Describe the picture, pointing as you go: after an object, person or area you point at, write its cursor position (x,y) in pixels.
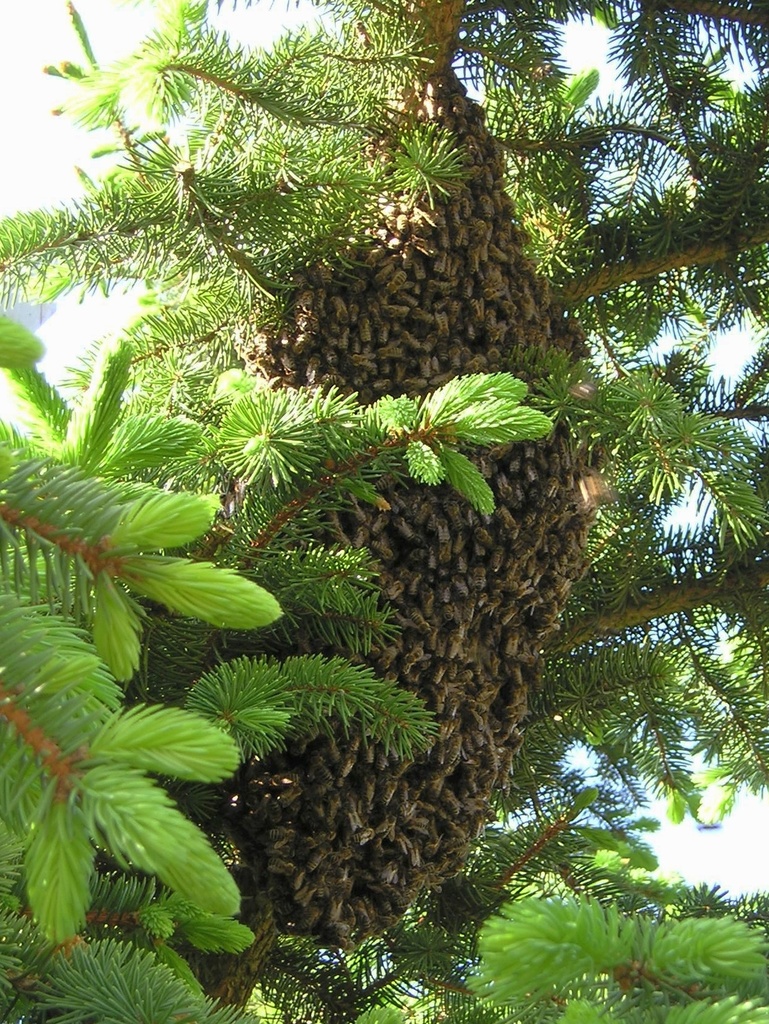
In the image we can see some trees (267,399), on the tree (386,70) there are some honey bees (511,343). Behind the trees (267,510) there are some clouds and sky (615,140).
